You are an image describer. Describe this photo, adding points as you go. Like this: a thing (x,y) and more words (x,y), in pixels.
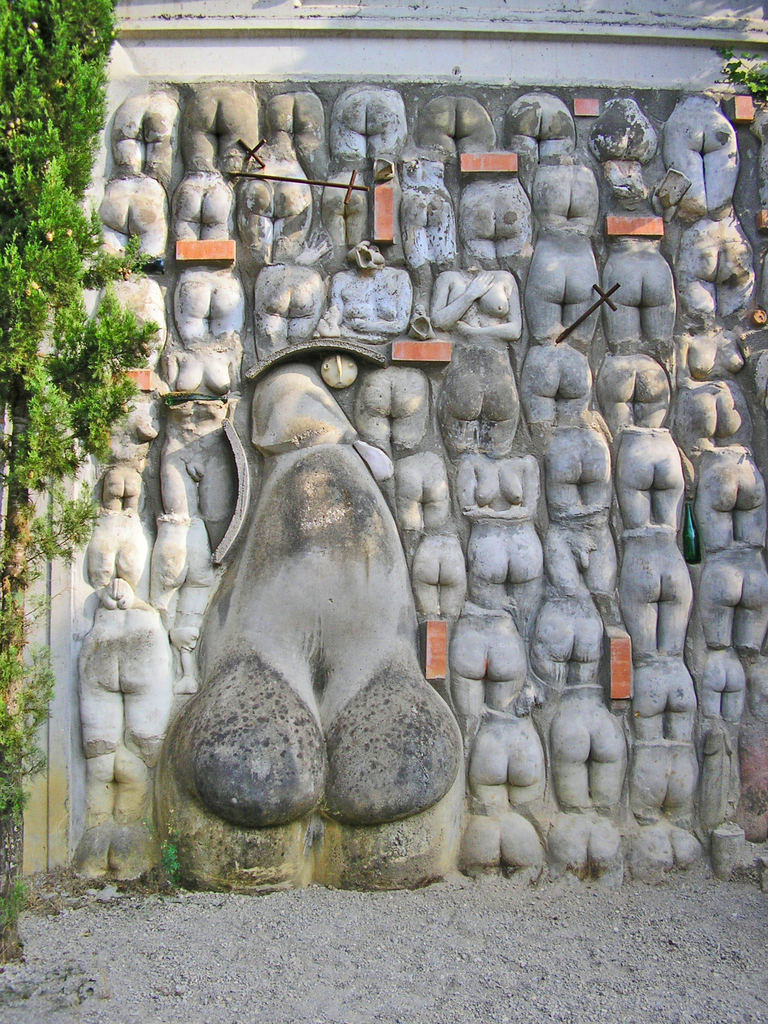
In this image we can see a sculpture (332,323), plants (85,316) and ground (255,968).
